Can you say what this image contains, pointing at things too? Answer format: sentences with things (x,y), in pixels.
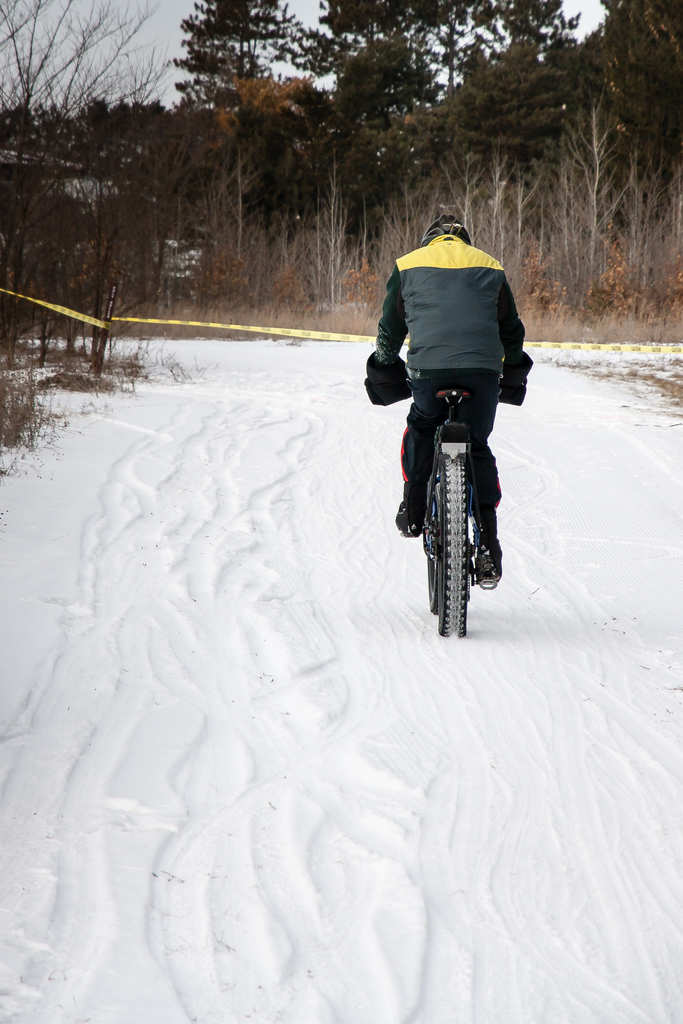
In this image, we can see snow (155,578) on the ground (114,804), there is a person (458,413) riding a bicycle (454,430), there are some trees (264,199) and at the top (135,64) there is a sky (50,70).
